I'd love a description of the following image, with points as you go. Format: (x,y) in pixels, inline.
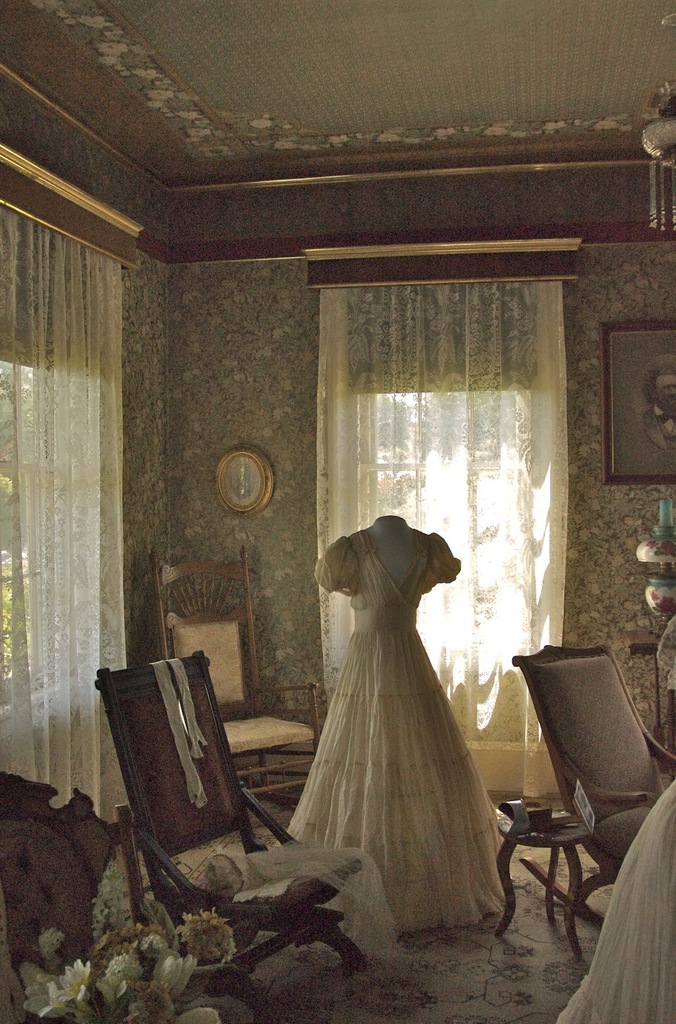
In this picture we can see a gown (319,806) and beside it there are three chairs (142,797) and some flowers (220,927) and two curtains (12,406), a lamp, frame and a picture (674,459) to the wall (157,512).
